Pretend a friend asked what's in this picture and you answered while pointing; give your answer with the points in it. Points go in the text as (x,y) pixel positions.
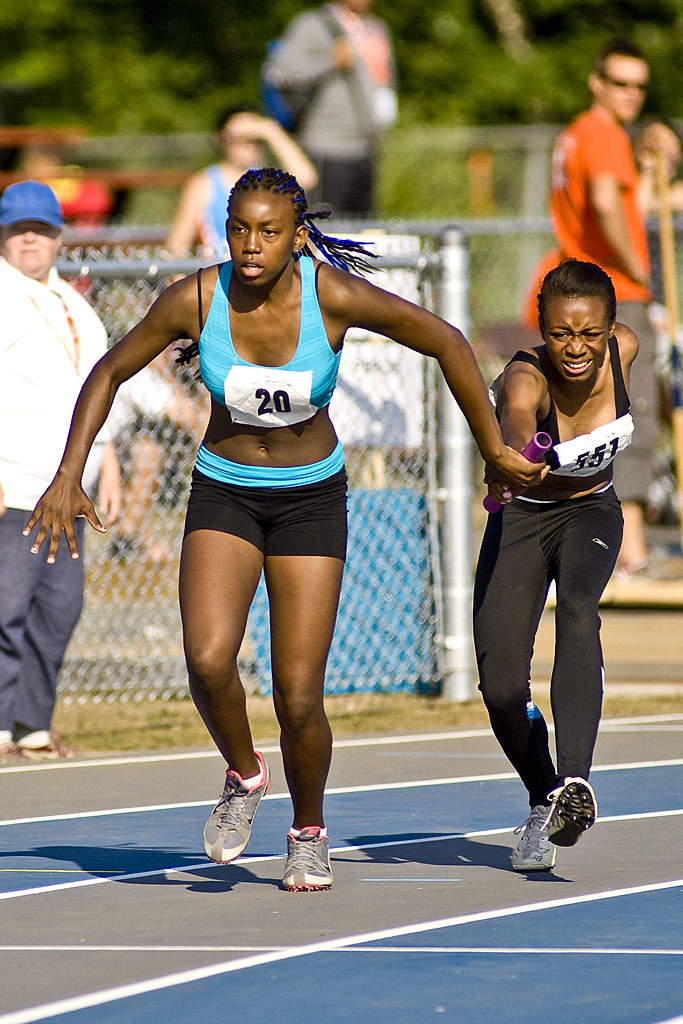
In this image, we can see two women (201,499) running and holding an object (486,502). In the background (678,404), we can see the meshes (415,415), people (41,422) and blur view.
